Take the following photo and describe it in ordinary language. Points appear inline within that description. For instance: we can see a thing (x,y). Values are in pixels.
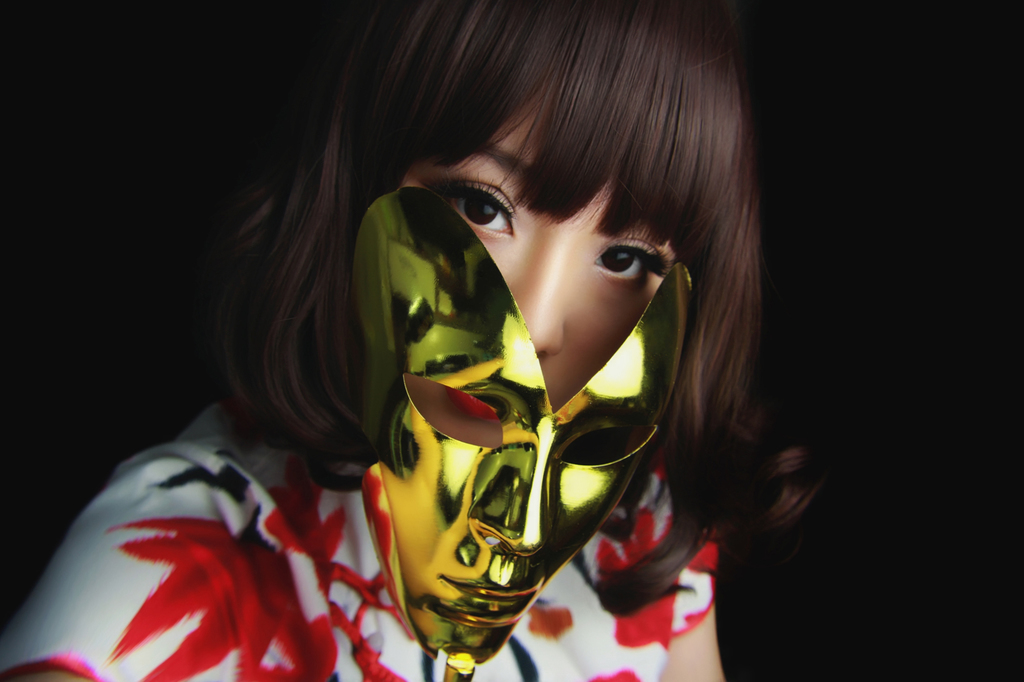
Here we can see a person (593,353) and this is a mask (519,539). There is a dark background (240,31).
